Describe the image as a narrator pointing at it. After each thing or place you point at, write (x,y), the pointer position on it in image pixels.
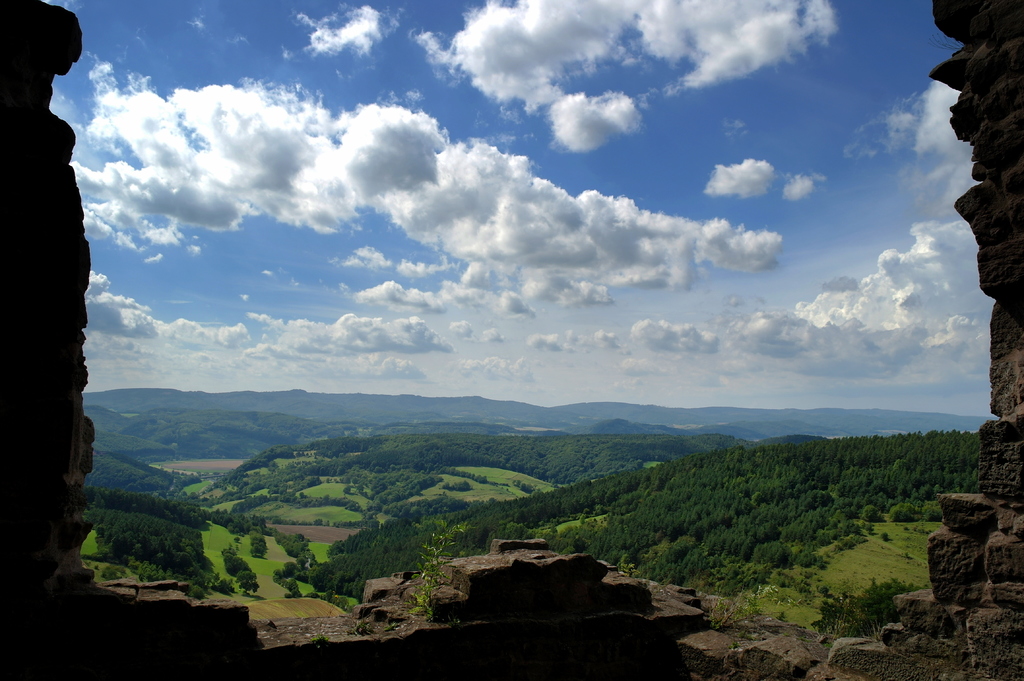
In this image on the right side (935,73) and left side (12,367) there is a wall (65,517), and at the bottom (482,599) also there is a wall (378,602). And in the background (170,442) there are mountains (661,423), trees (760,537), plants (820,544) and grass (849,556). At the top (486,99) there is sky (525,251).
